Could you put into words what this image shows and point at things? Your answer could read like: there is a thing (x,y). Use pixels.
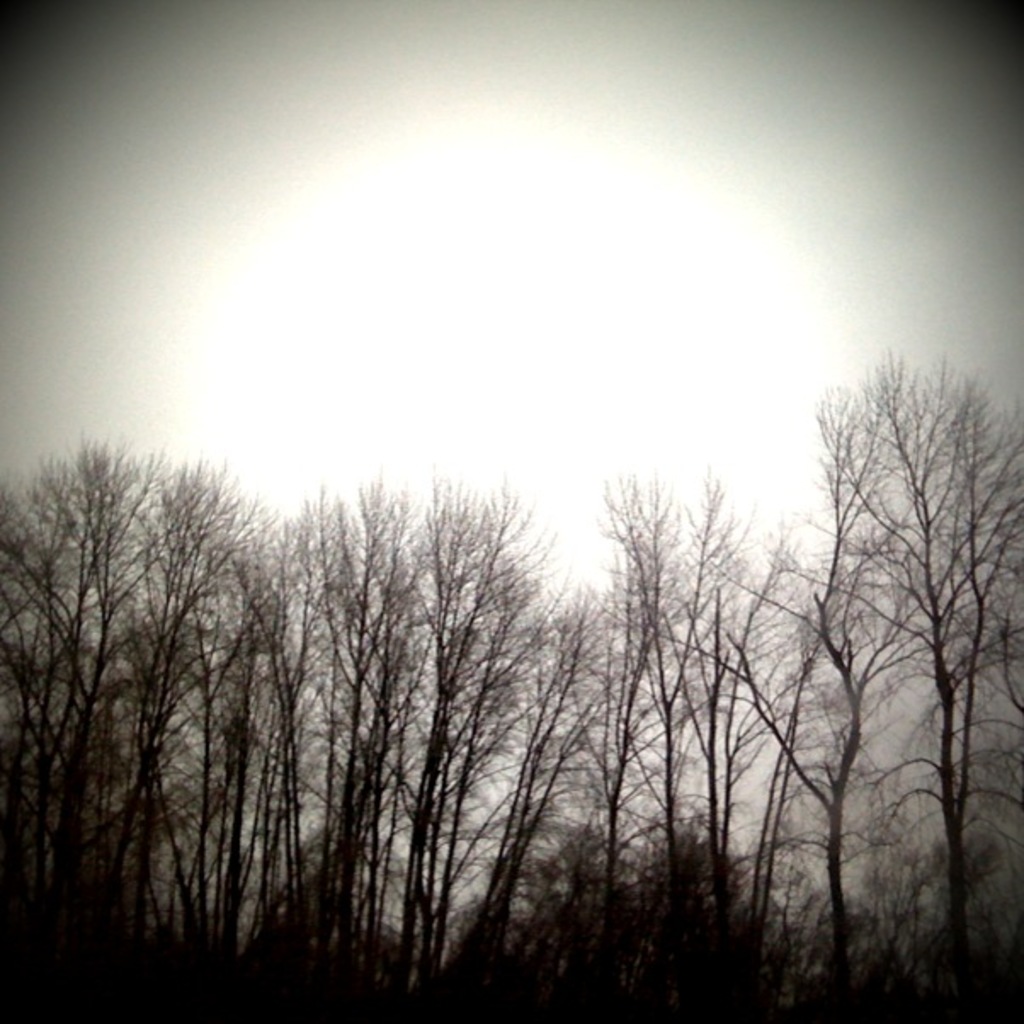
In this picture we can see trees (711,771). In the background of the image (320,390) we can see the sky (286,376).
